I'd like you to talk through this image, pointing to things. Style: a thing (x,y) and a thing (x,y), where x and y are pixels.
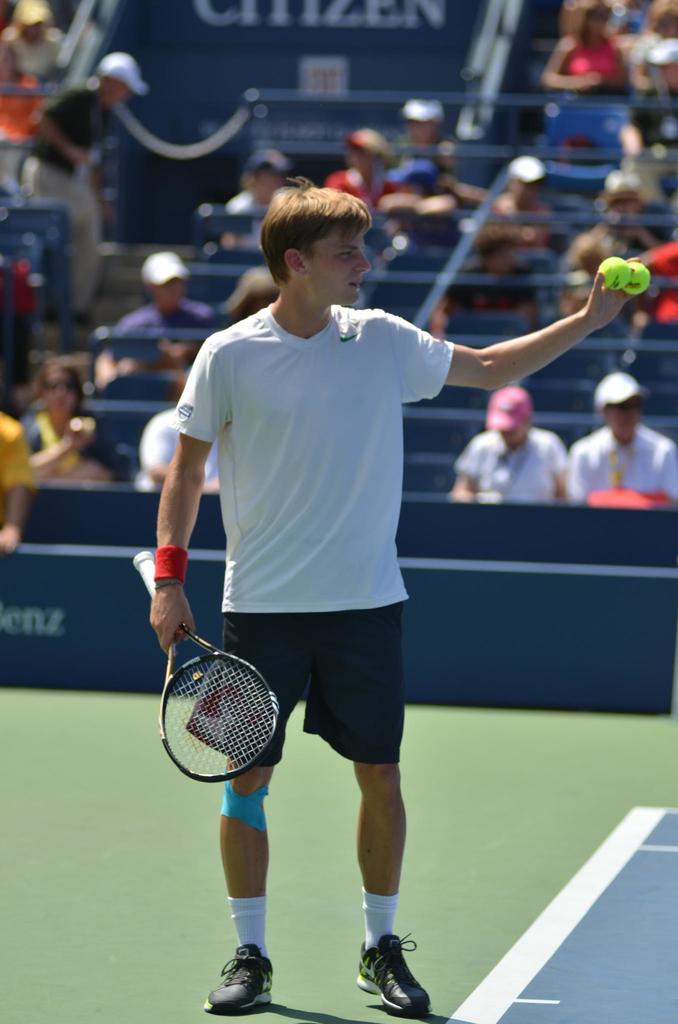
This image is clicked in a stadium (544,735). The man (321,408) in the center (355,457) is holding a racket (211,645) in his right hand (182,602) and tennis balls (606,278) in his left hand (607,291). Behind him there are people (519,401) sitting on chairs (562,423) and there are also steps (107,307).
